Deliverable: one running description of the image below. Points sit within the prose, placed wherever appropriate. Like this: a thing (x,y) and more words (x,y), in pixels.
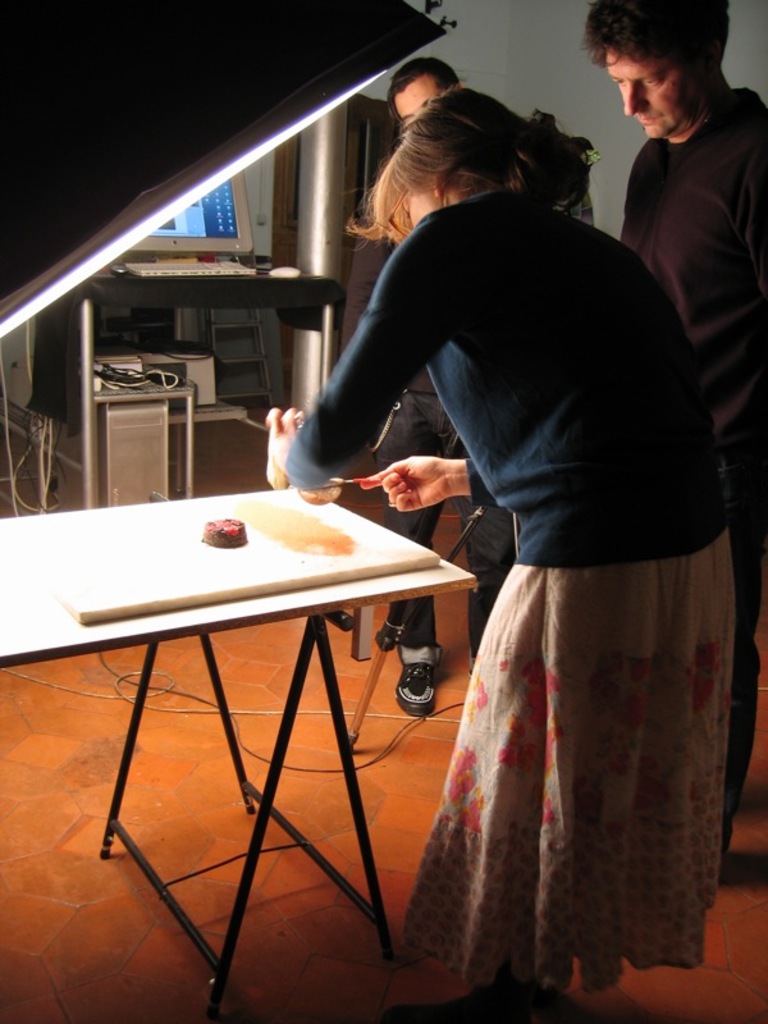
In this picture we can see three people (404,524) standing around the table (221,591) and a lady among them is doing something on the table (293,545).
